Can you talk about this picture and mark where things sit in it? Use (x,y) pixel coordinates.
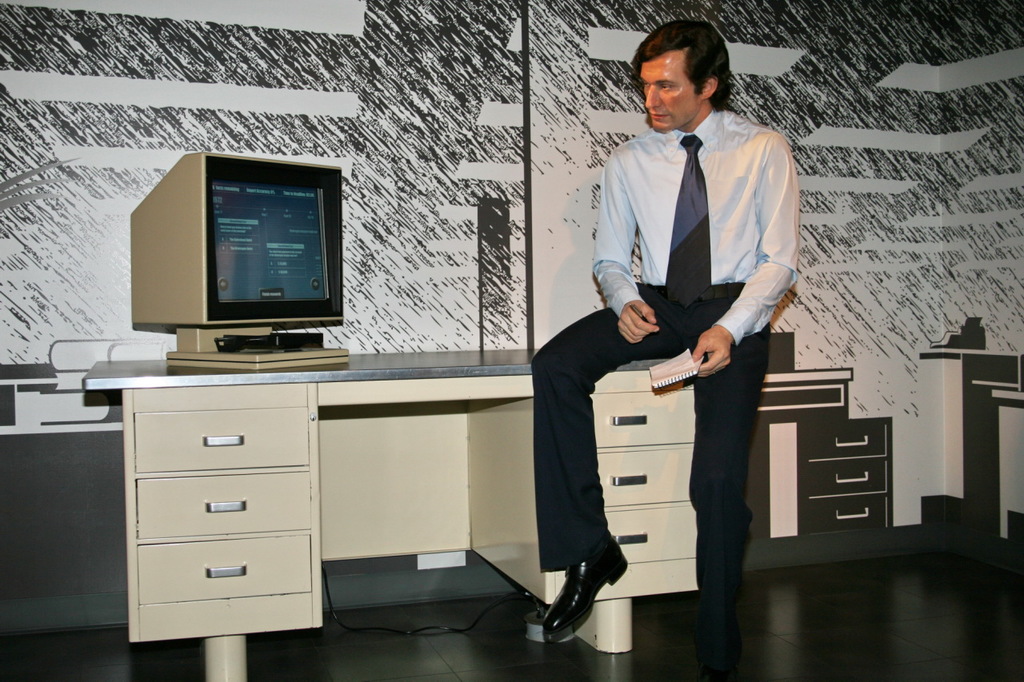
There is a man (551,468) sitting on a table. He wore a nice shirt (745,274) and a pant (737,472) and he is holding a book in one hand (699,350) and a pen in another hand (654,320). He is observing an electronic device (323,250). This electronic device (279,286) is placed on this table (373,372).
